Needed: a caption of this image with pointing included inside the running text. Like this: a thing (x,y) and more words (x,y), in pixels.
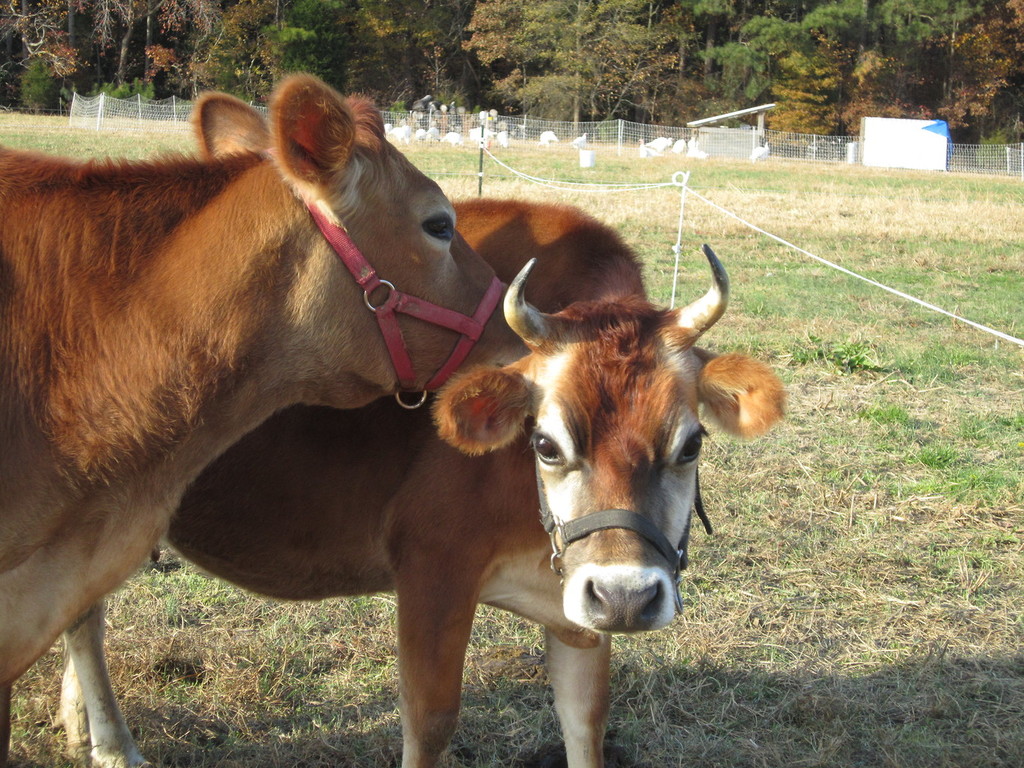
In this image I can see the animals (423,464) which are in white and brown color. To the right (725,213) I can see the rope fence (594,185). In the background (112,112) I can see the fence (78,116), few white color animals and many trees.
